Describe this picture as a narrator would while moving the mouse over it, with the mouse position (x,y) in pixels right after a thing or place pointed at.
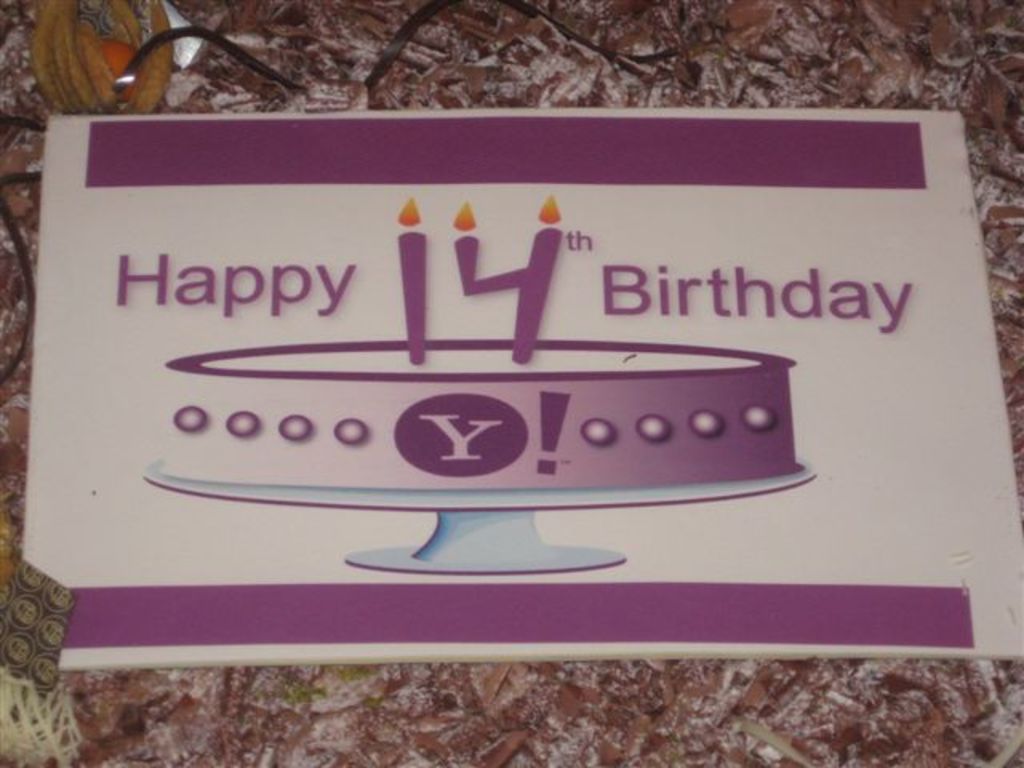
There is a white color thing (429,428). On that something is written. Also there is an image of cake (780,398) on that.
